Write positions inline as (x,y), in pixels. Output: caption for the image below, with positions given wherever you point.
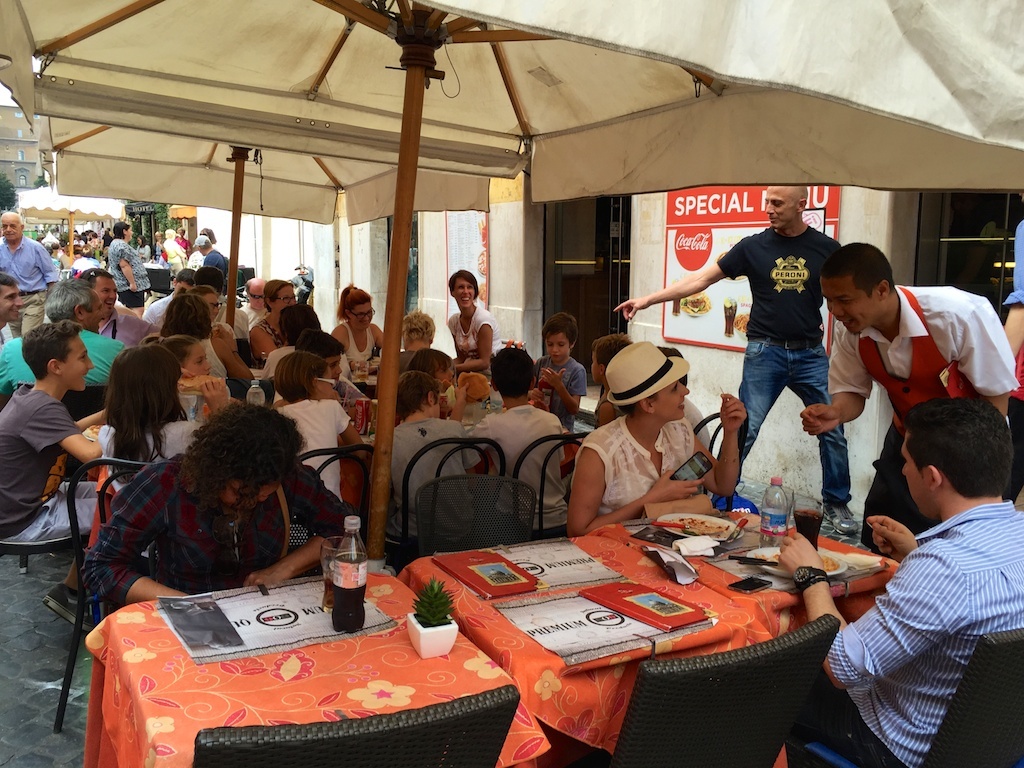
Many people (254,343) are sitting on the chairs (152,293). And there are tables (623,676). On the tables (463,636) there are books (510,568), pot (449,626) containing a plant (437,616), bottles (366,578), glasses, plate (692,536), food items (692,521). A lady (631,475) wearing a white dress (641,463) is having a mobile phone (691,465). she is wearing a cap (610,394). Behind there is a building (434,254). There are umbrellas (333,139).
